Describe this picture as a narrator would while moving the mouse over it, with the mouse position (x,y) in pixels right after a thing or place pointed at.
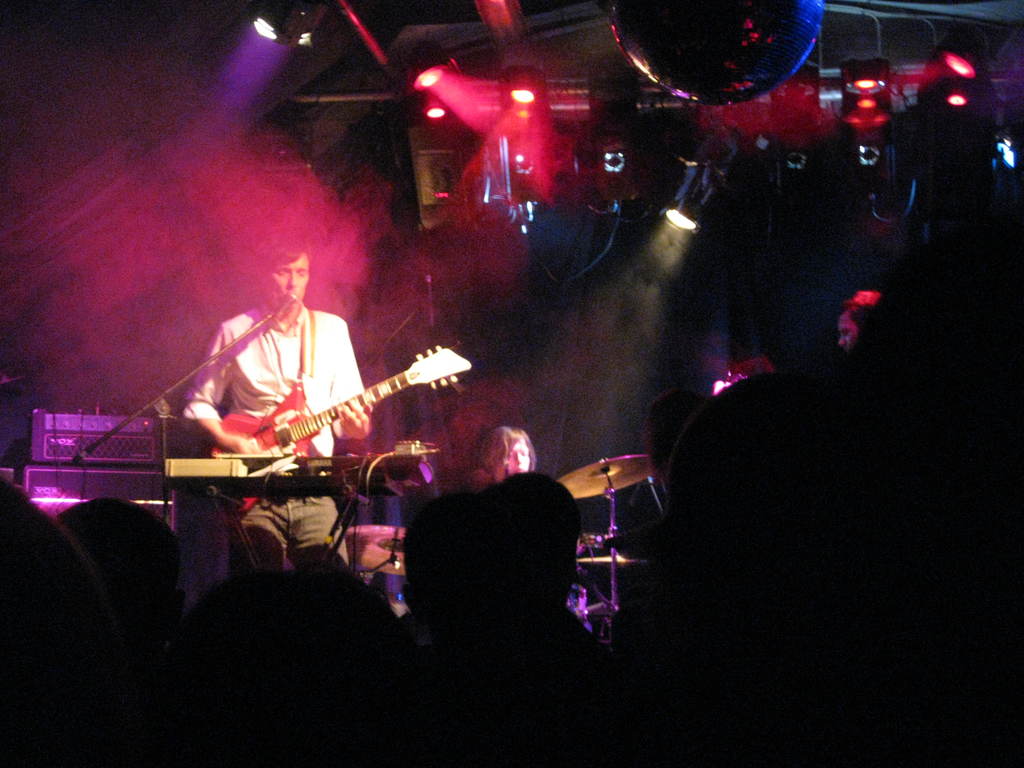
In this picture we can see a live musical performance on the stage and some audience (486,544) is watching and listening to them, In center (352,417) a man (298,317) wearing white shirt (317,350) is playing a guitar (306,438) and singing in the microphone (280,313), beside we can see woman (496,451) sitting and playing the band (614,503), Behind we can see the speakers (108,464) and some musical instruments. On the top ceiling (703,134) we can see the some metal frame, spots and disco lights (648,54).
